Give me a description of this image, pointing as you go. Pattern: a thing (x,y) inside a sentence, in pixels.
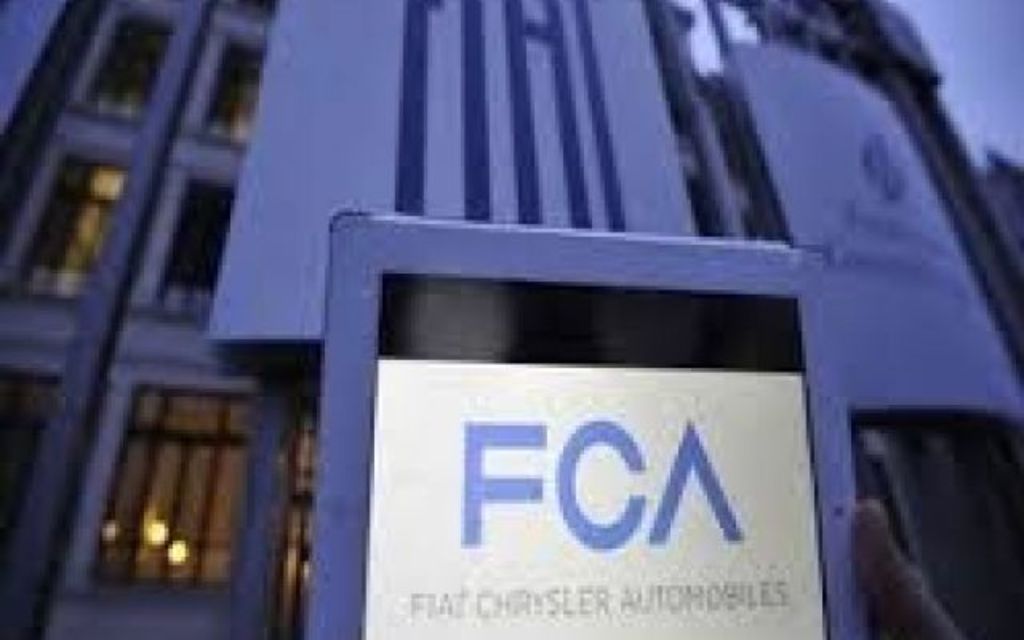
Here I can see a blue color board (352,374) on which a paper (526,448) is attached. On this paper (558,508) I can see some text (565,488). In the background (524,98) there is a building (175,161).
